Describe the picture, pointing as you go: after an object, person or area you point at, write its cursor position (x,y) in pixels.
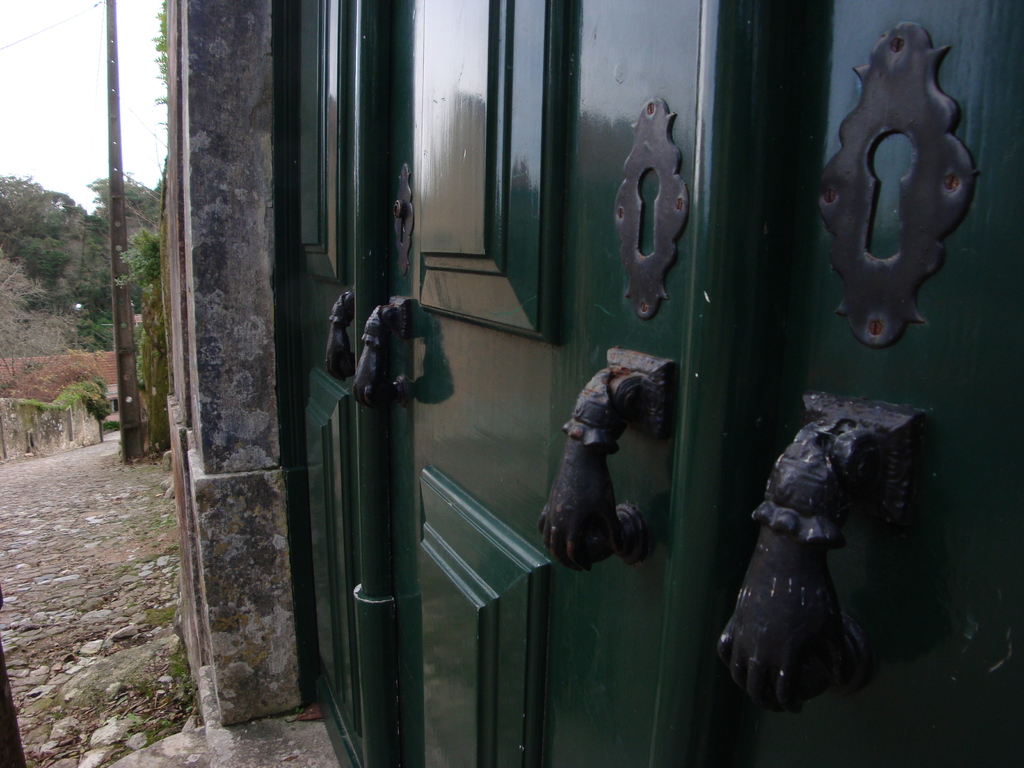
In this image we can see a door (370,552), stones (121,540), grass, trees (141,240), pole (122,180) and sky (83,120).
